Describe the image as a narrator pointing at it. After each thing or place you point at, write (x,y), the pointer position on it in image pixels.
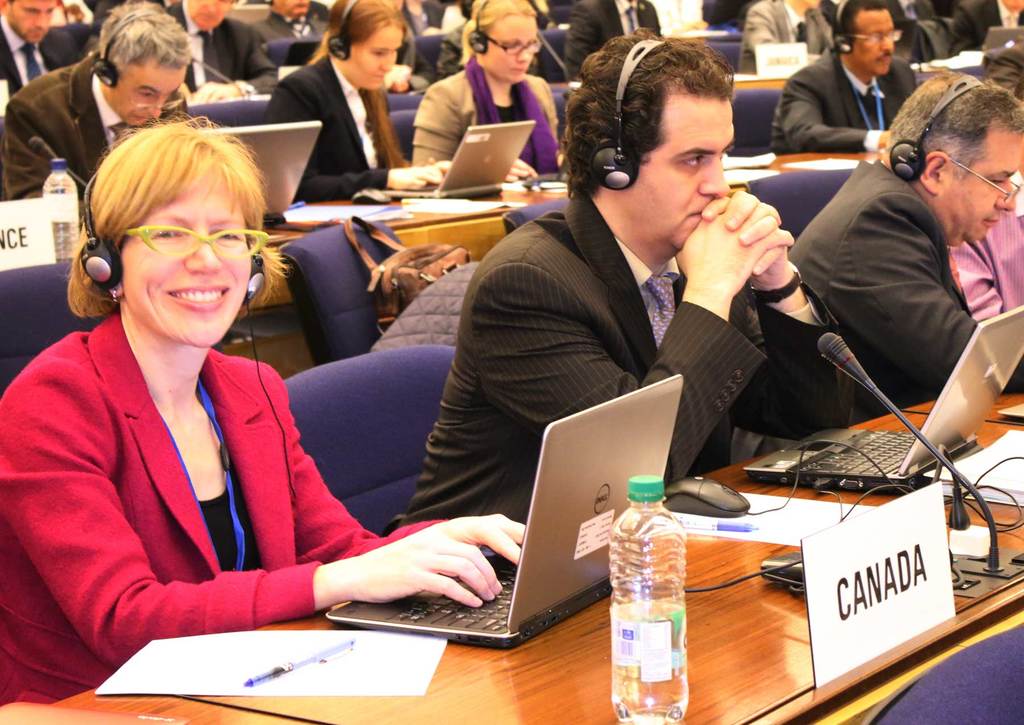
In this image there are persons (473,354) sitting and there are tables (878,502), on the table (501,194) there are laptops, papers (477,206), pens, mics (870,391), boards (885,638) with some text (916,581) written on it, there are bottles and there are wires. In the front (174,461) there is a woman (166,464) sitting and smiling.
